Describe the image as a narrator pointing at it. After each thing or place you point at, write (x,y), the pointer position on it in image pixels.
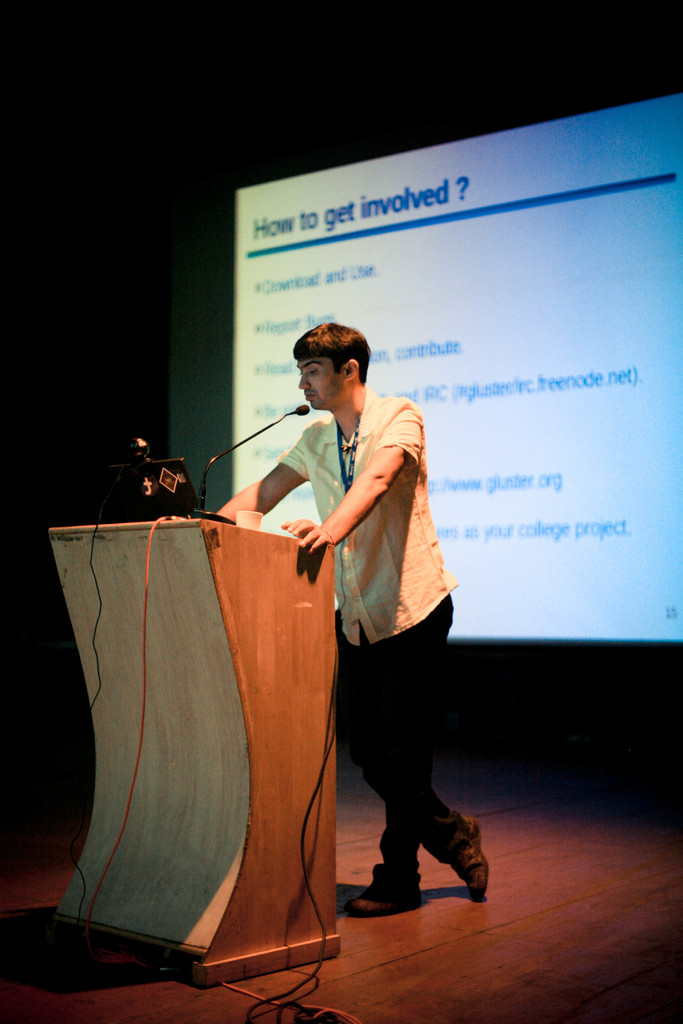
In the center of the image (378,497) we can see a person (429,808) standing on the floor (440,913). In the foreground (150,476) we can see a microphone (212,466), cup (243,521), laptop (180,479) and cables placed on a podium (287,933). In the background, we can see a screen (281,208) with some text (548,389).
